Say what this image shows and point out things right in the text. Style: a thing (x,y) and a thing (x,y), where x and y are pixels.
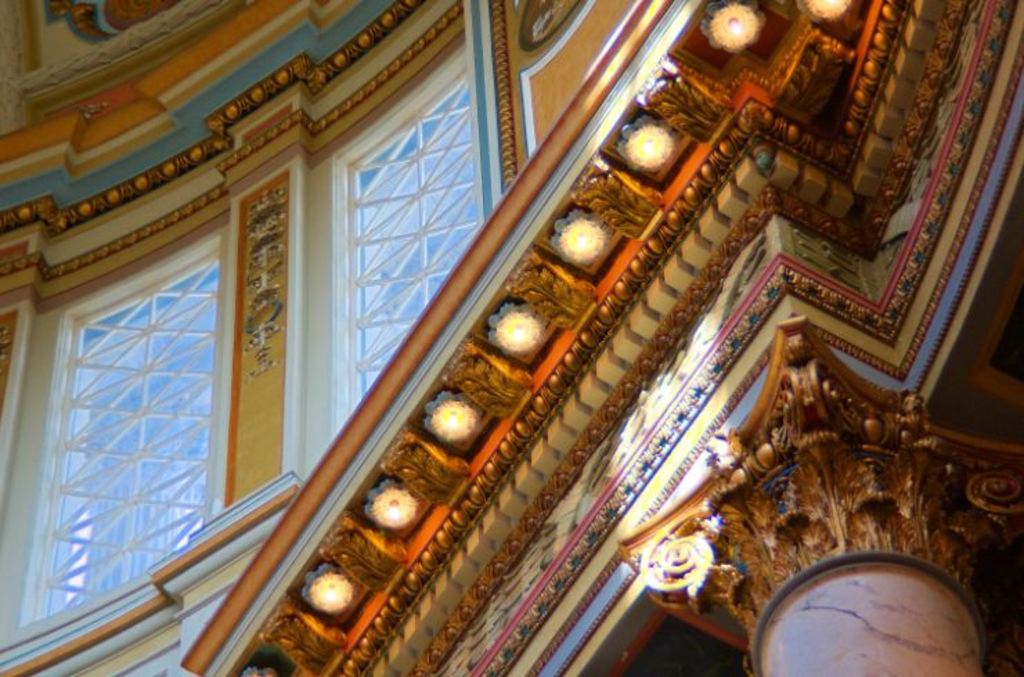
This image is taken in a Cathedral (338,370). In this image there is a wall (304,237) with windows (379,161) and there are a few sculptures (374,541), carvings (826,522) and lamps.
